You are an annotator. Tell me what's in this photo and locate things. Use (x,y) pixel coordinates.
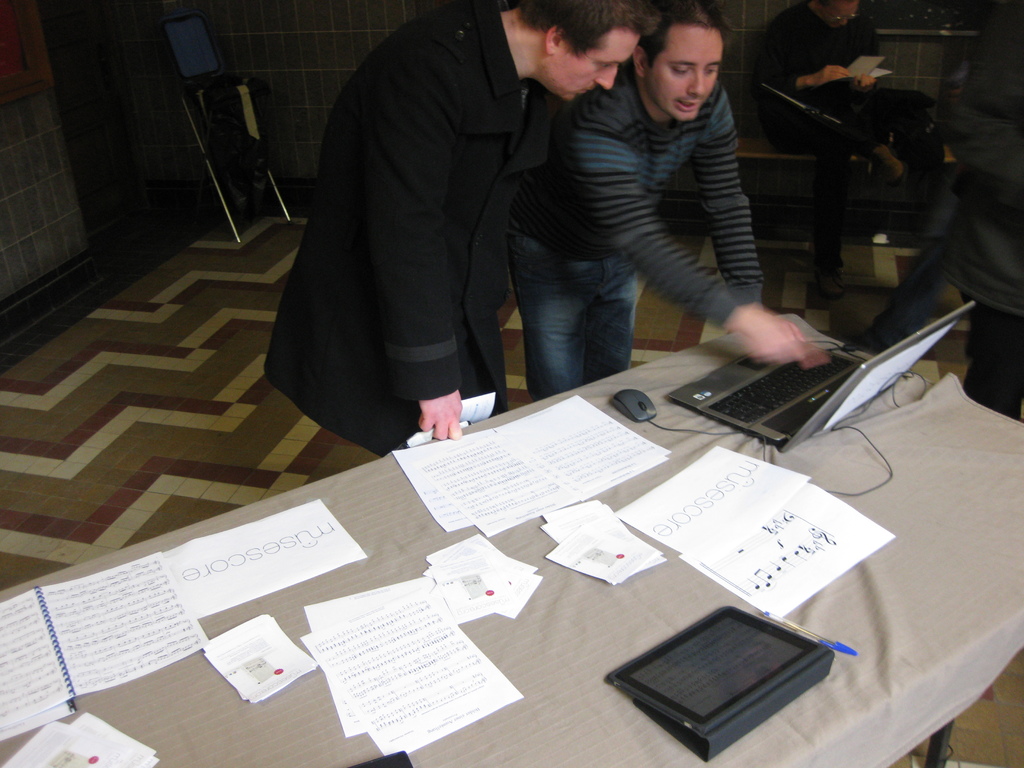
In this image we can see a table (930,543) on which there is a cloth (913,468). There are papers (809,558). There is a laptop (800,405). There are two people (573,258) standing behind it. In the background of the image (145,199) there is wall (185,1). There is a person (839,46) sitting on the bench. At the bottom of the image (934,749) there is a table (946,739).
